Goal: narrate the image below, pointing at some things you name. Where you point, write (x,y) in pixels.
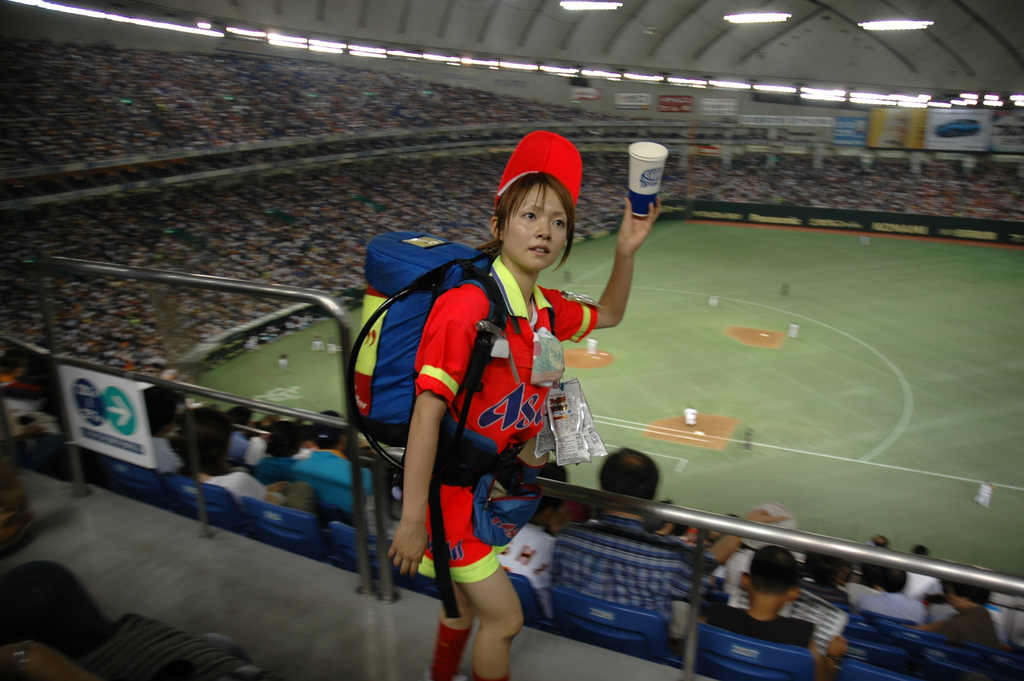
In this image, we can see a stadium (696,171). There is a crowd (443,169) in the middle of the image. There are some persons (754,566) wearing clothes (290,486) and sitting on chairs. There is a person (473,321) wearing a bag (416,284) and holding a cup (654,167) with her hand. There are lights (777,13) in the top right of the image (750,14).
